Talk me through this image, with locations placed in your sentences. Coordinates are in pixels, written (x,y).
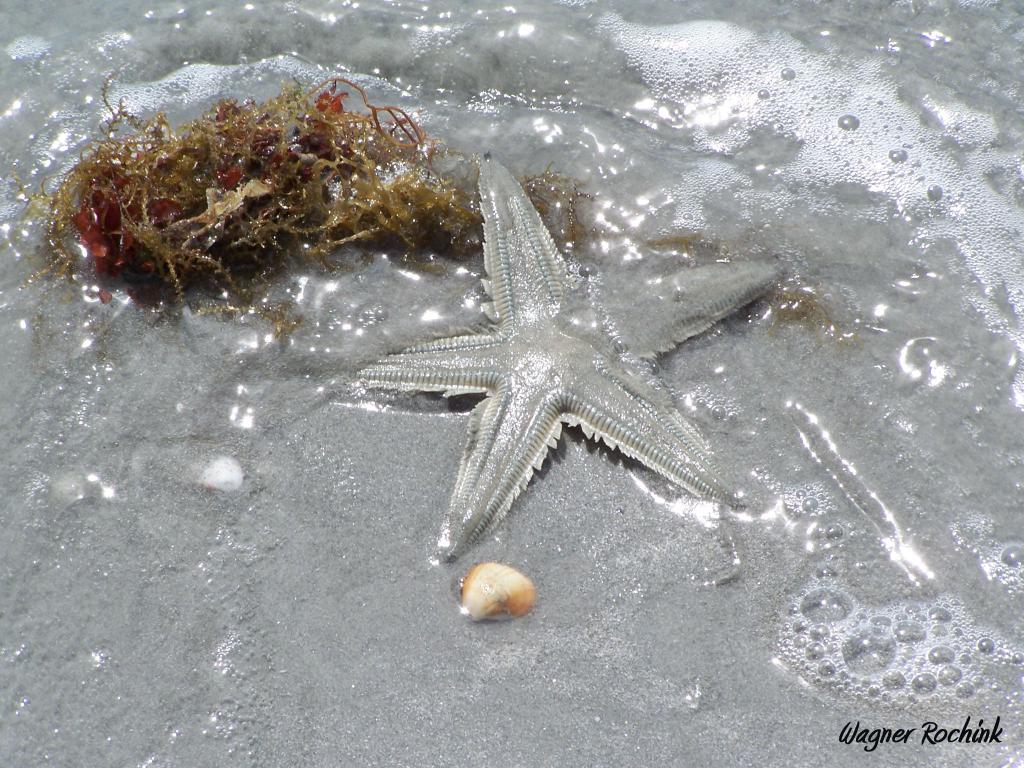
In this image we can see a starfish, seashell (498,574), water (782,509), and an object (237,261). At the bottom of the image (845,739) we can see something is written on it.
